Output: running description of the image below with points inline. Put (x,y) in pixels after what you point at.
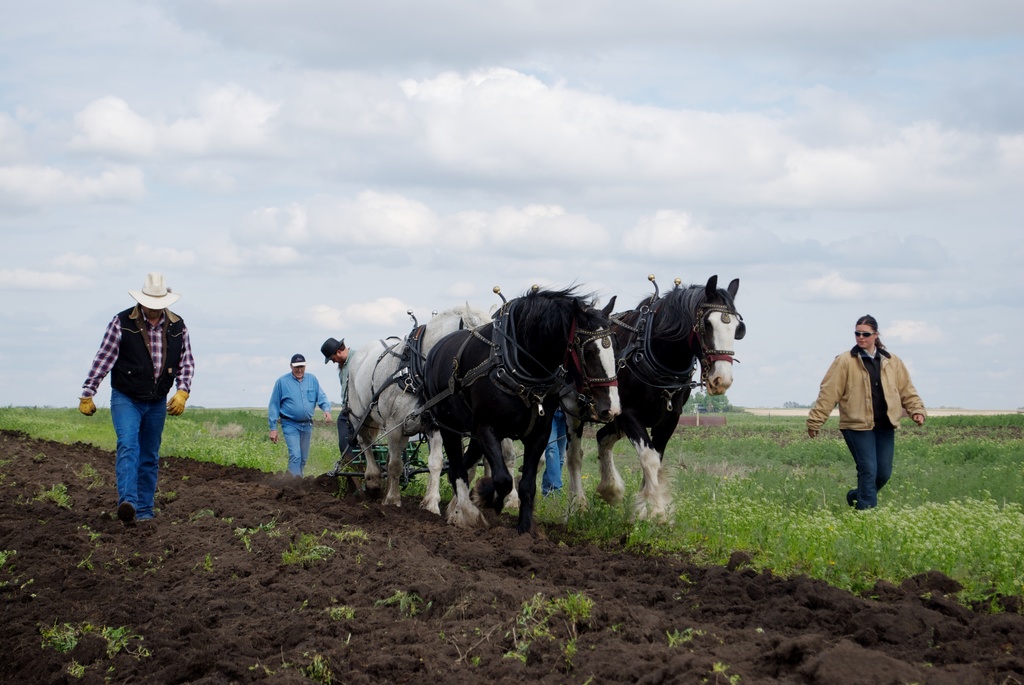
A man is ploughing a land (332,483) with the help of four horses (400,429). There are few people (299,396) around him watching the process.
